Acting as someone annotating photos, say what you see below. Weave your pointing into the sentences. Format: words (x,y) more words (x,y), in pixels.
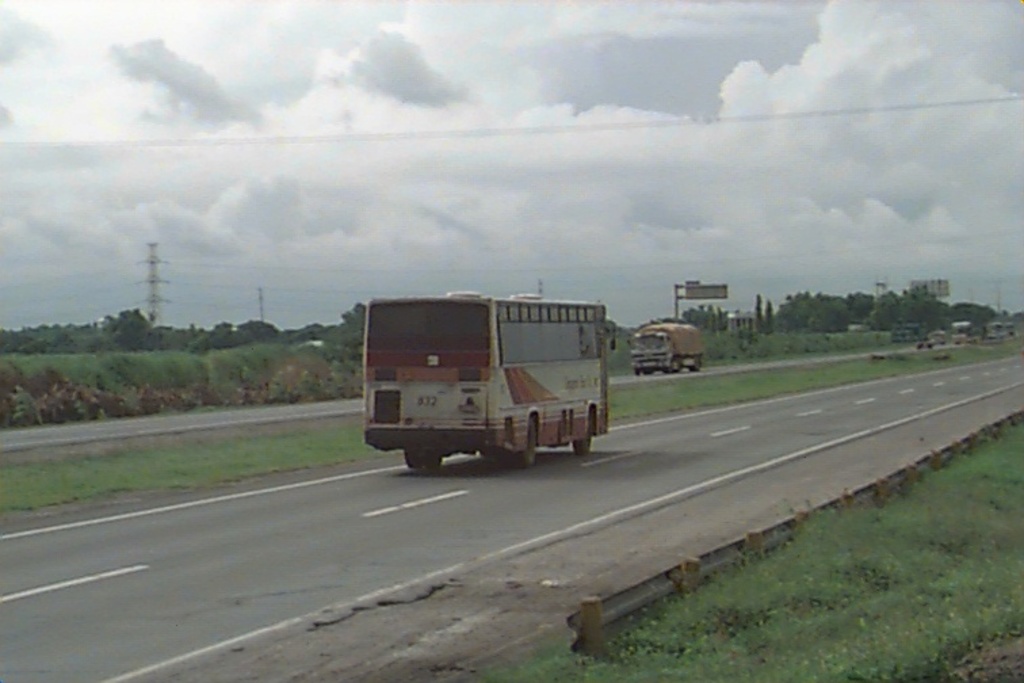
In this image we can see vehicles (520,373) on the road (732,449), there are some trees (352,331), grass (692,643), electrical poles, hoardings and wires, in the background (305,176) we can see sky (214,97) with the clouds (372,227).
